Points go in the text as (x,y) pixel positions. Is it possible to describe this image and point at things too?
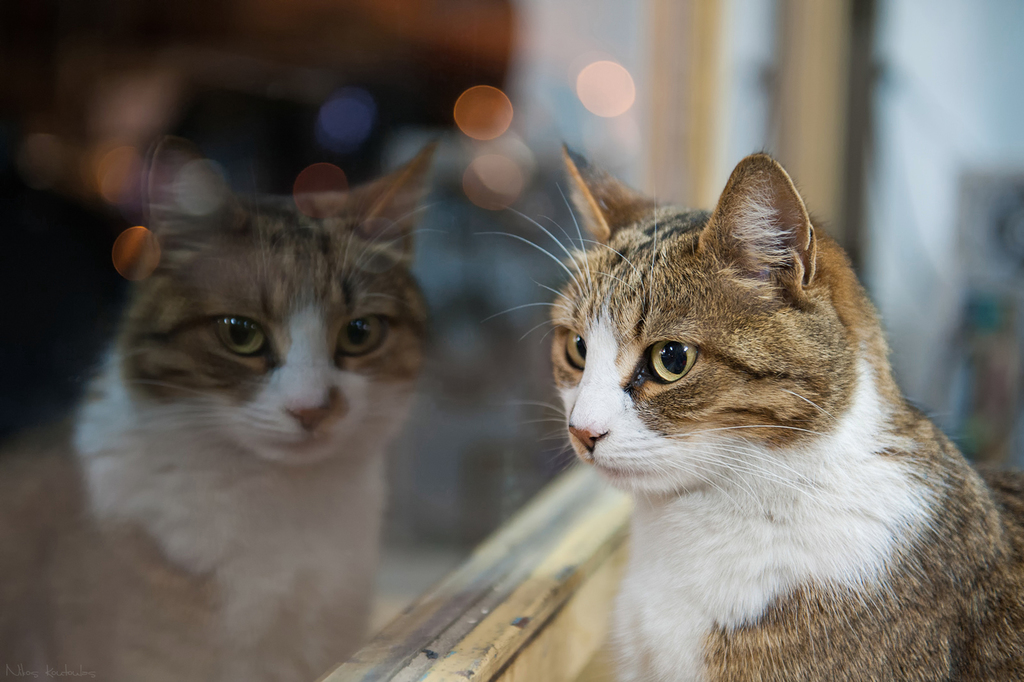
In this image we can see a cat (637,457) and its reflection (390,438). We can also see some lights (489,189).
